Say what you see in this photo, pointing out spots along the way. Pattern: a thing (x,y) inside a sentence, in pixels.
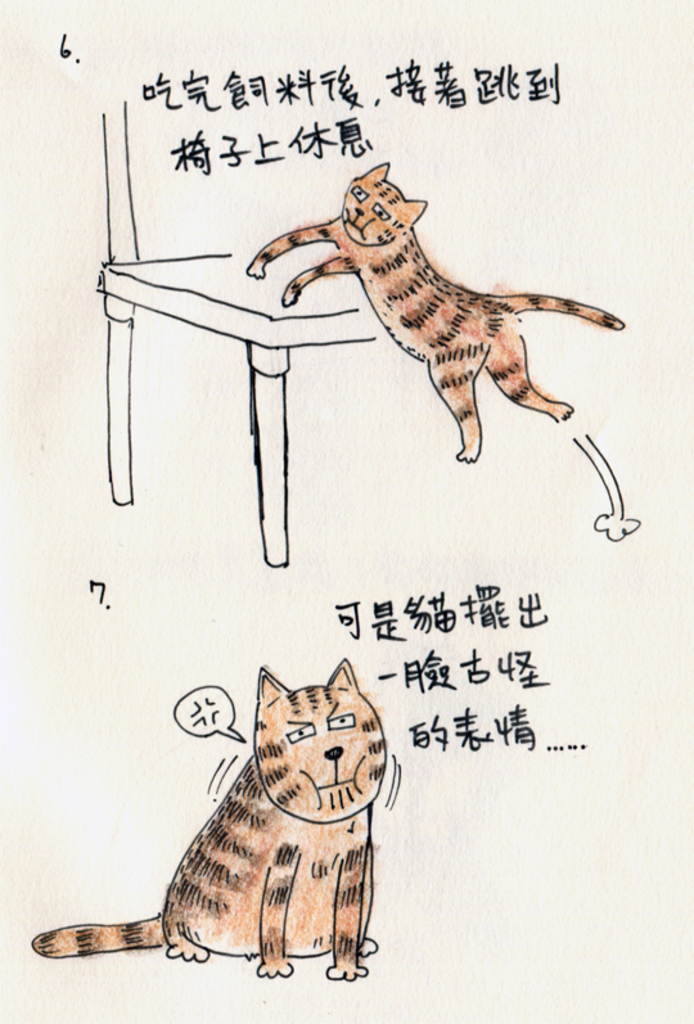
In this image there is drawing of the cats (286,878), there is drawing of the chair (222,324), there is text (400,82) on the paper (260,109), there are numbers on the paper (131,332), the background of the image (144,611) is white in color.
